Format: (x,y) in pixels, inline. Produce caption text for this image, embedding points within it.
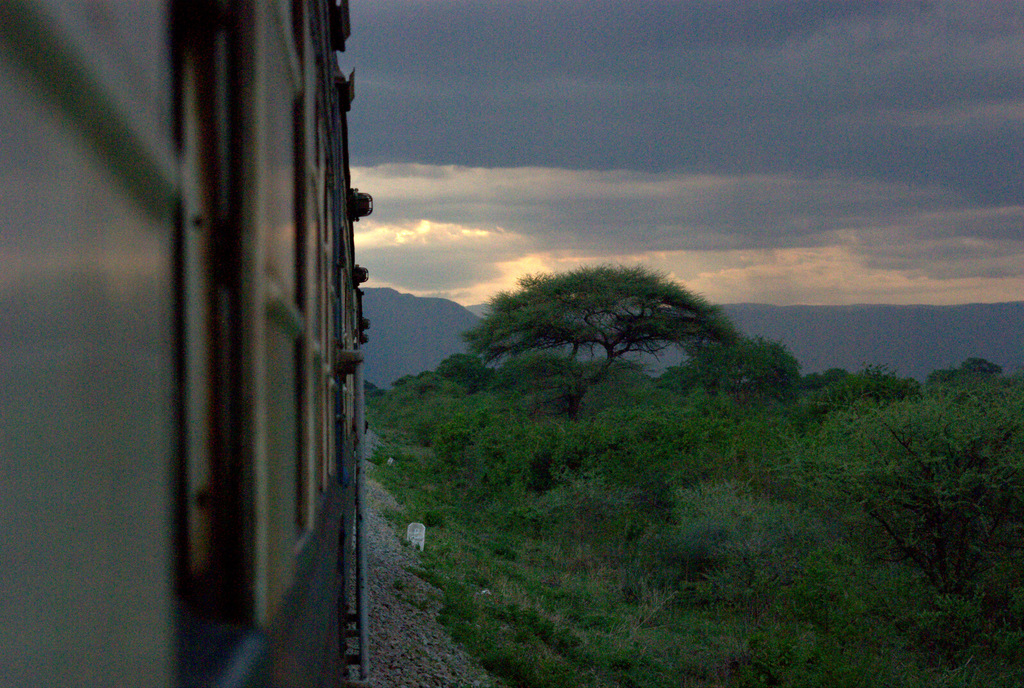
In this image we can see a train (182,546). We can also see some stones (427,624), plants (714,558), grass (609,603), trees (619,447), the hills (451,327) and the sky (596,220) which looks cloudy.
